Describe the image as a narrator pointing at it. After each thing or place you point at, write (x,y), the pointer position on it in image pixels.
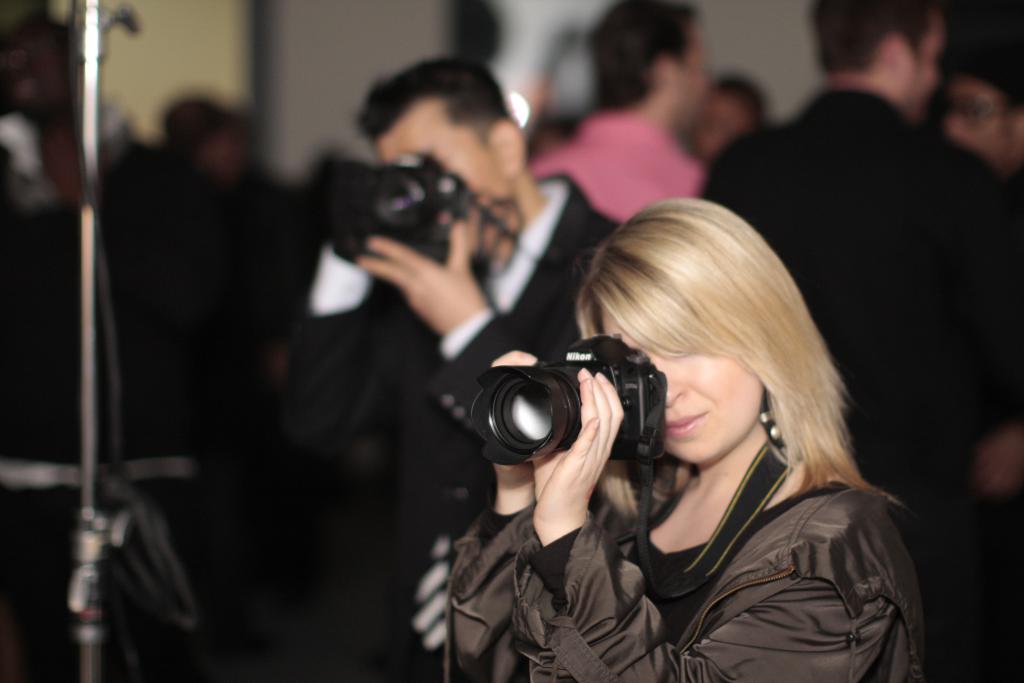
In this image i can see a woman (709,331) holding a camera (492,396). In the background (491,339) i can see another man (489,321) holding a camera (412,199) and few people (627,138) standing.
